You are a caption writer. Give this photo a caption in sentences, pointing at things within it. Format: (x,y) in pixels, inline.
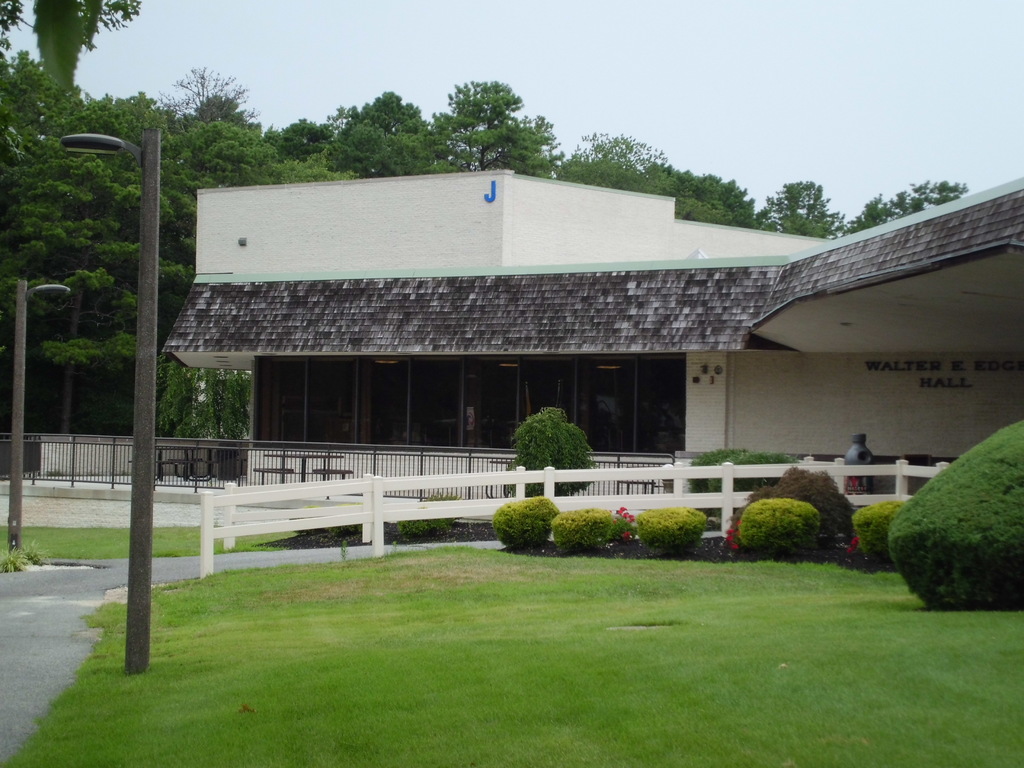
In the foreground of this picture (144,564), there are poles (146,626), plants (833,516), grass (397,744) and a railing (473,496). In the background (552,249), there is a building (355,267), trees (374,171) and the sky (541,67).
